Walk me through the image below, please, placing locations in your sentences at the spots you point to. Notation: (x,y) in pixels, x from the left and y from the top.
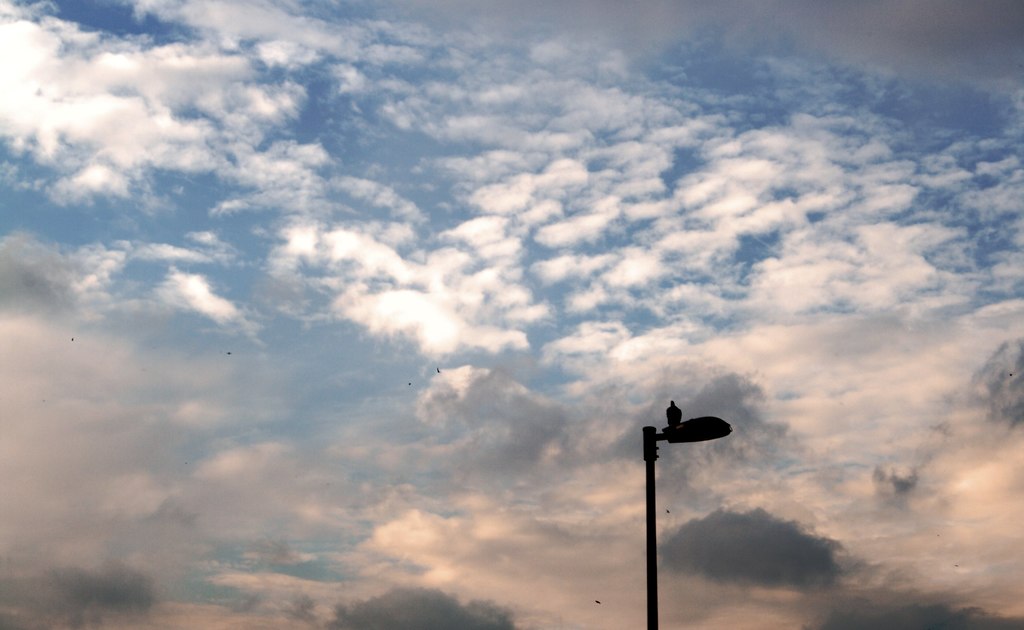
At the bottom of the picture (701,426), we see the bird (672,422) is on the light pole (693,437). In the background (452,409), we see the clouds (508,419) and the sky (379,370), which is blue in color.
